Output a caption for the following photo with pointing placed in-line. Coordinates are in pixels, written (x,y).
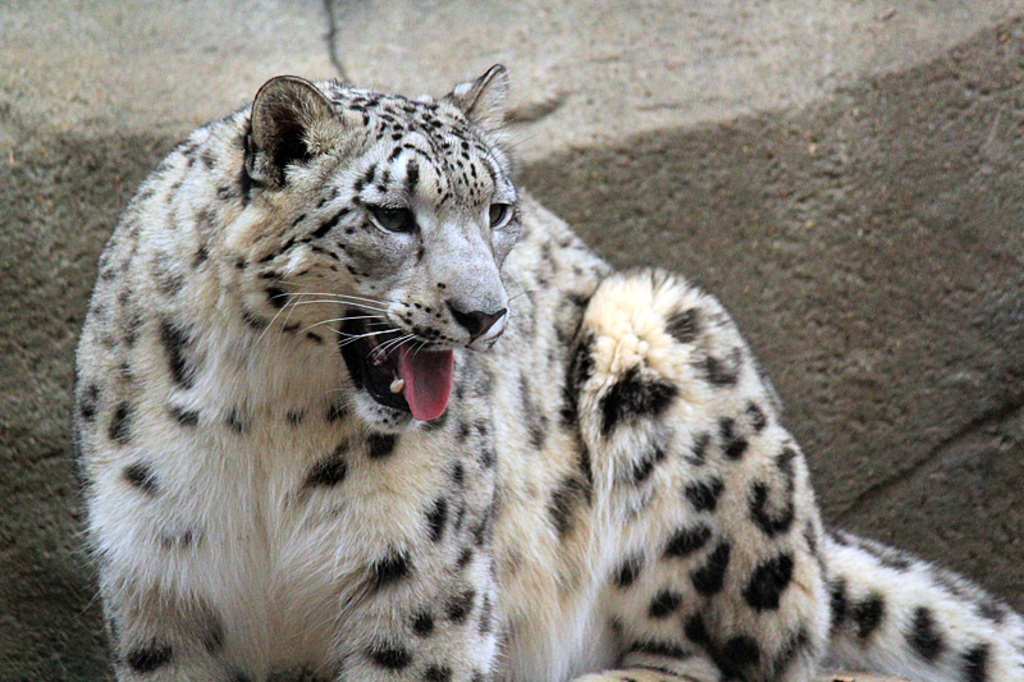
This image consists of snow leopard (450,575) in the middle (407,369). It is in white color.
